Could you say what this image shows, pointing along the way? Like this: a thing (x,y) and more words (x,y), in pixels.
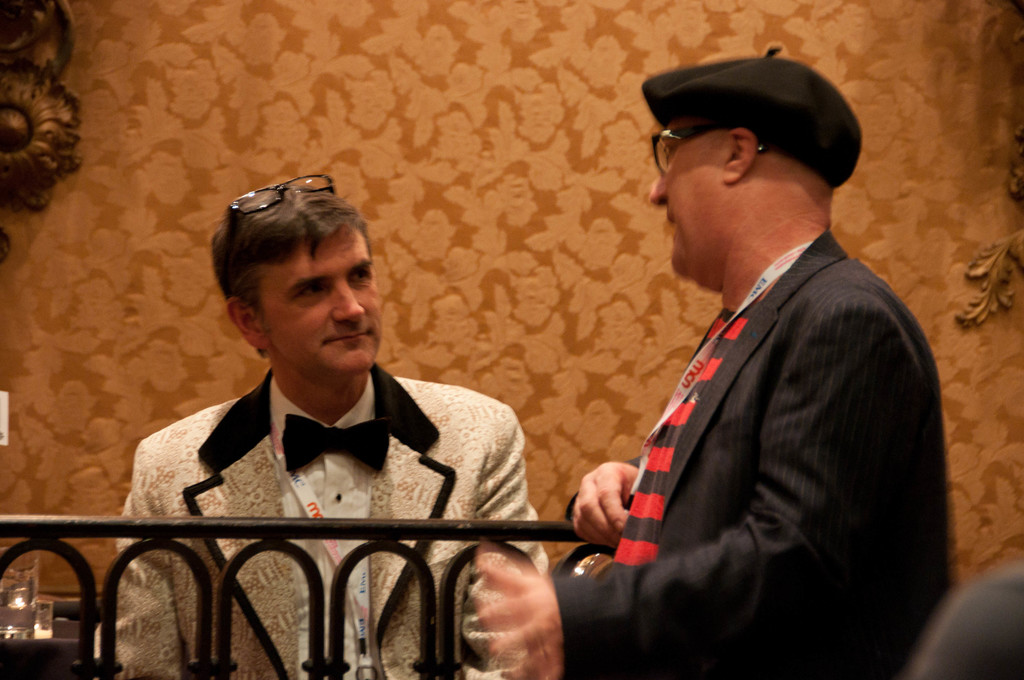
Two men (169,472) are standing wearing suit (431,437), this is wall (359,155).
